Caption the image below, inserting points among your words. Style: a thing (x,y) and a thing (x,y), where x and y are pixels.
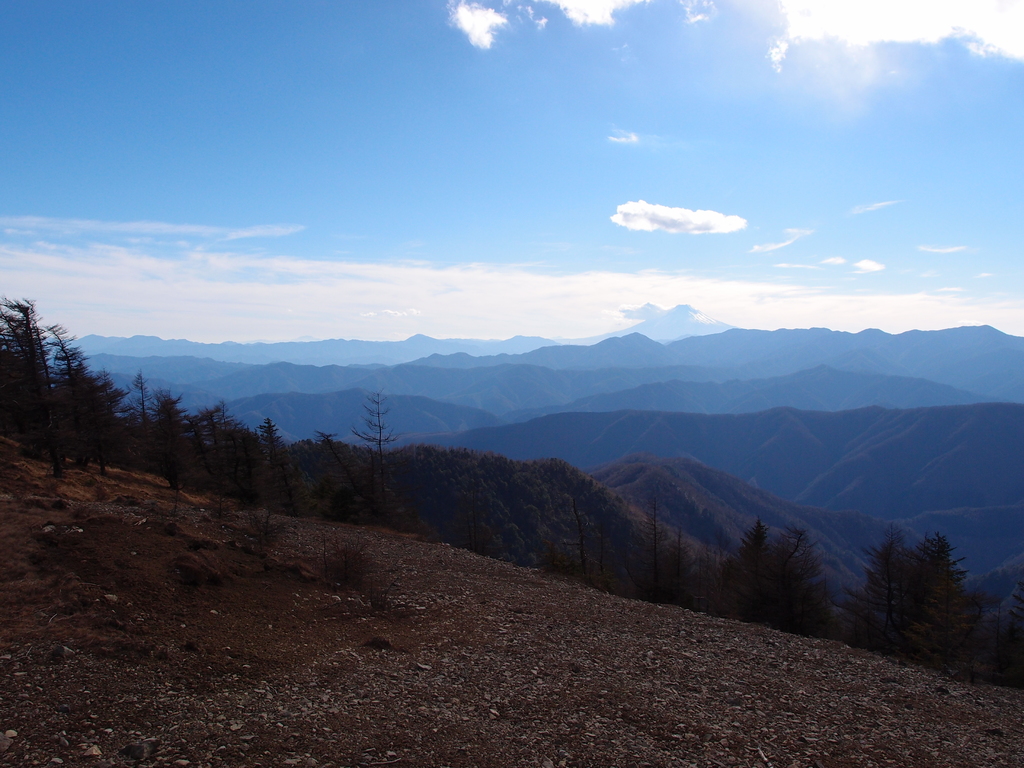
This image consists of trees (559,513) in the middle (368,504), mountains (487,434) in the middle (567,338), sky (573,174) at the top (536,170).
